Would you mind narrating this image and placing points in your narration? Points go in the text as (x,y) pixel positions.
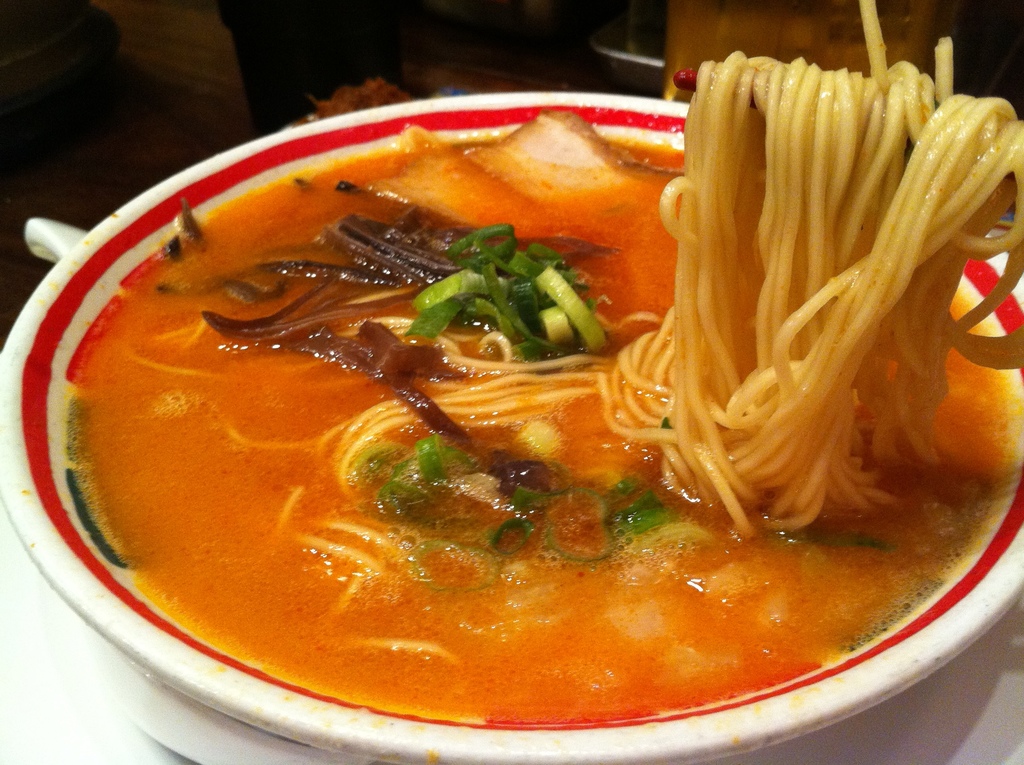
In this image there is a bowl (204,652) on the table (115,686). There is soup (330,468) in the bowl (614,557). In the soup (471,435) there are spring onions (514,296), pork pieces (574,138), mushrooms (452,241) and noodles (367,425). To the right (805,167) there is noodles (833,130) on the chopsticks (759,106).
